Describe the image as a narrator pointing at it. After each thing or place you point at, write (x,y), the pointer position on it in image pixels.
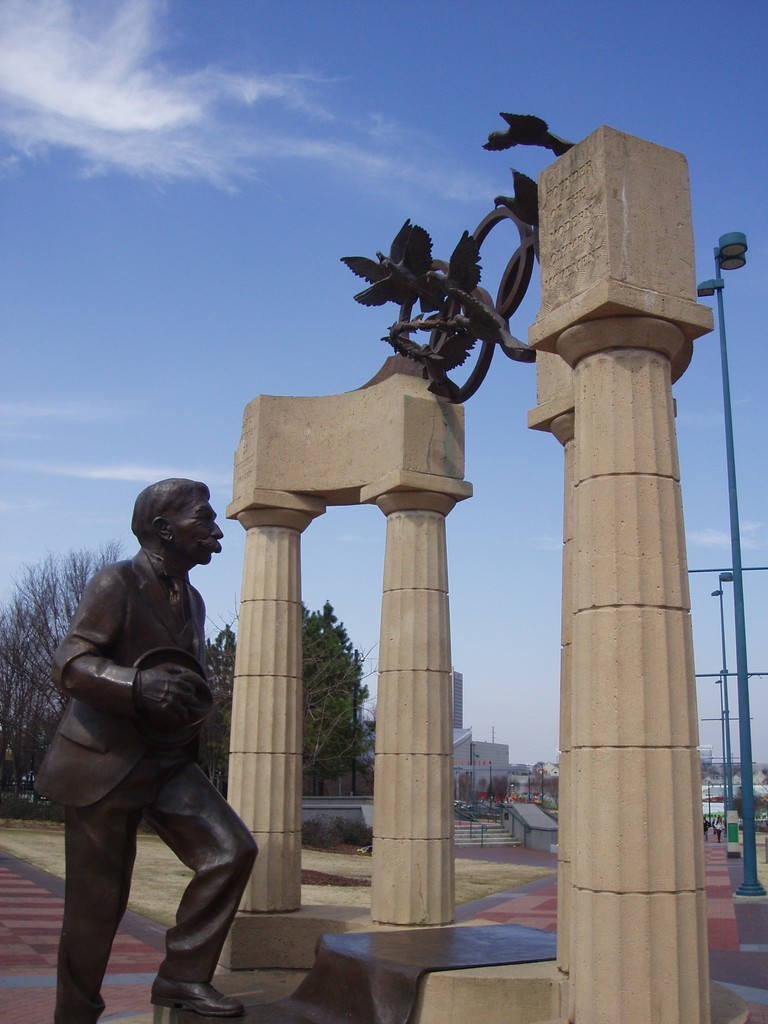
In this picture we can see a statue (183,1004) of a man (154,487), pillars (664,650), poles (732,615), steps (491,825), buildings (468,732), trees (308,723) and in the background (346,296) we can see the sky (384,129) with clouds (298,128).
